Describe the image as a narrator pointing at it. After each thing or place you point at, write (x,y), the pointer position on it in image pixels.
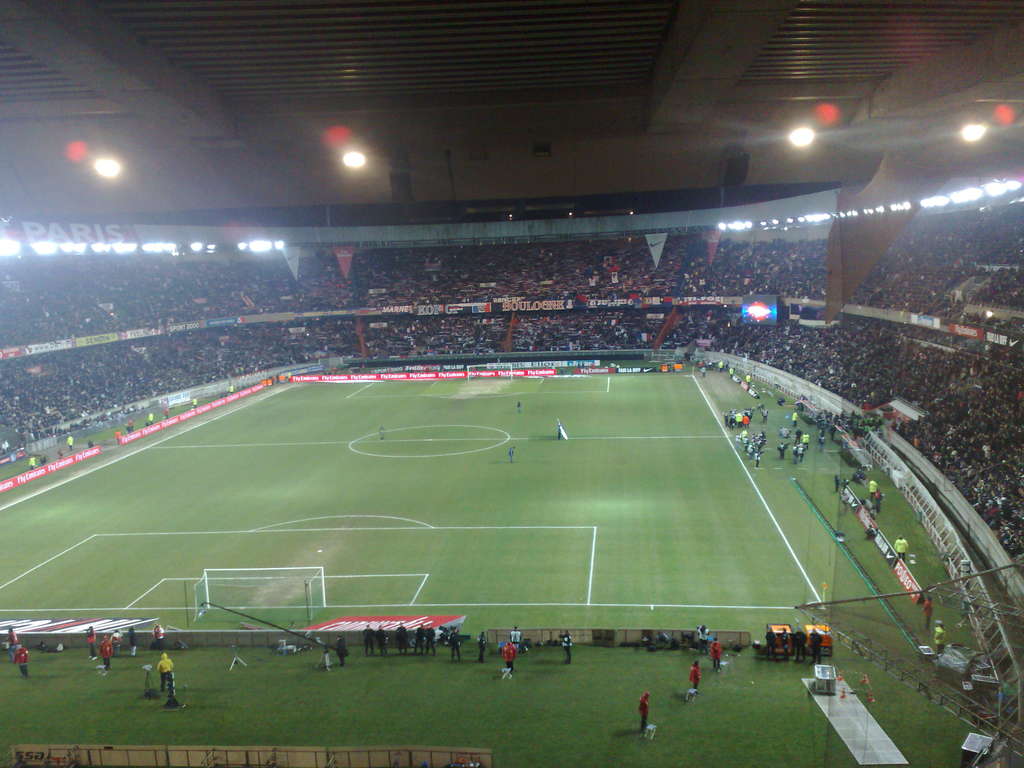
This picture might be taken in a stadium (340,355), in this image in the center (533,396) there is a ground (762,399) and there are a group of people (746,423) and there is a net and there are some screens (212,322) and lights (880,210) and some of them are standing and playing something. And at the bottom (199,755) there are some objects (971,657), and at the top of the image (550,94) there is ceiling (532,123) and some lights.
